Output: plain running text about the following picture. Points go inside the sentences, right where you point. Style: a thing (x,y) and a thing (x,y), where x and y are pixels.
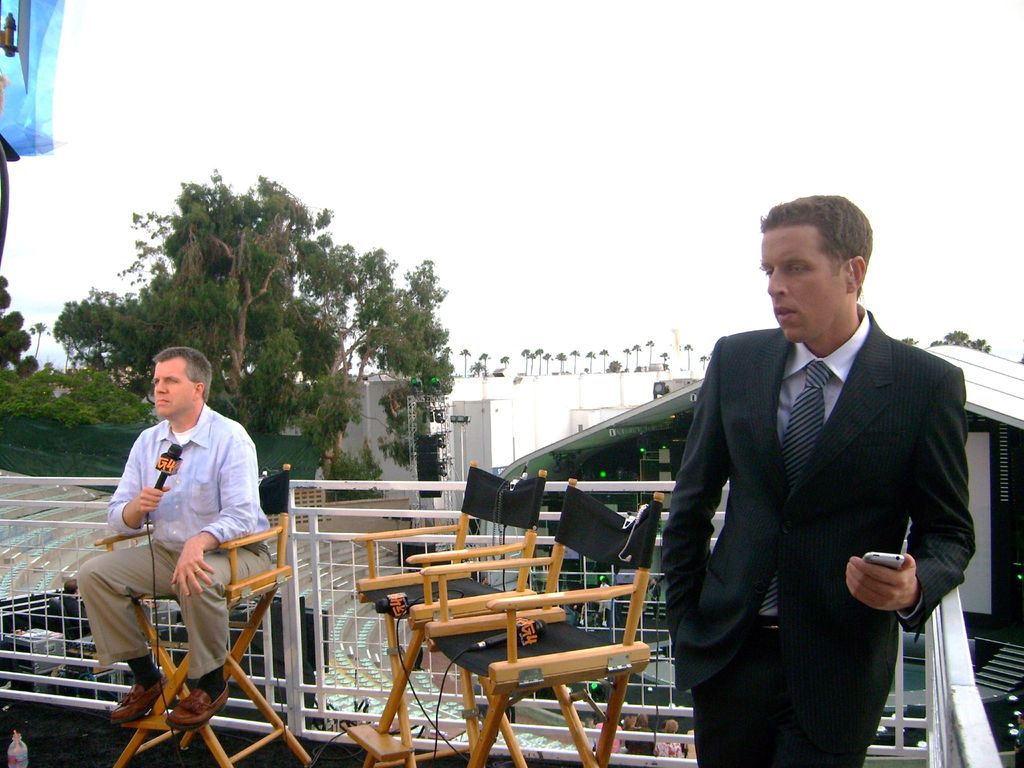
In the image we can see there are two men (800,576). A man (813,466) who is standing another man (228,487) is sitting and holding a mike (156,486) in his hand (147,495) and at the back (215,335) there are trees (333,320) and there is a clear sky (495,116).
